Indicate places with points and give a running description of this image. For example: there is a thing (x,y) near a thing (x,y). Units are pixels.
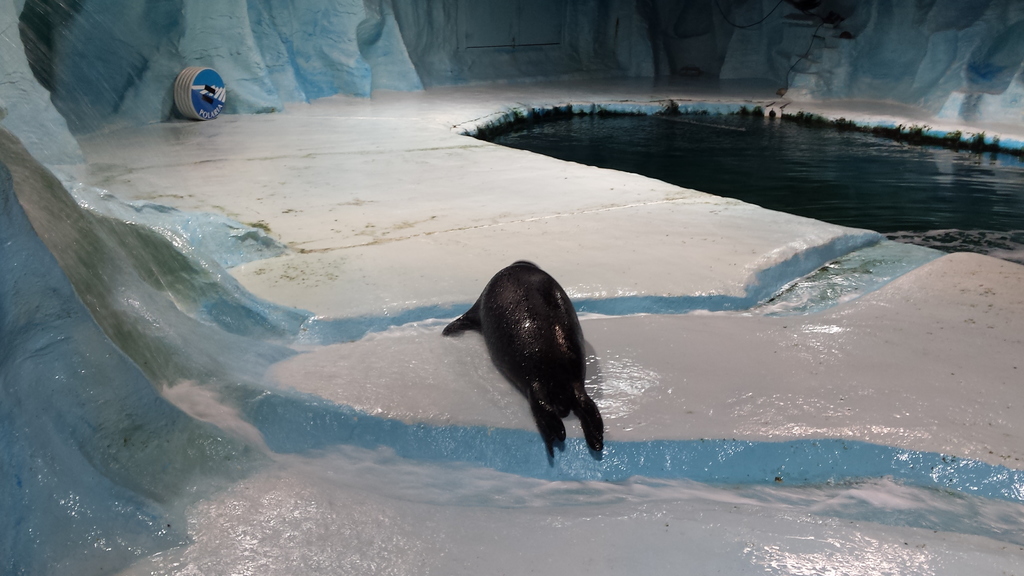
On the right side (818,158) there is water (873,160). Also there is ice (386,498). On the ice (479,291) there is a seal (516,328). In the back (213,101) there is a round object (196,81). And there is ice wall (216,43).
